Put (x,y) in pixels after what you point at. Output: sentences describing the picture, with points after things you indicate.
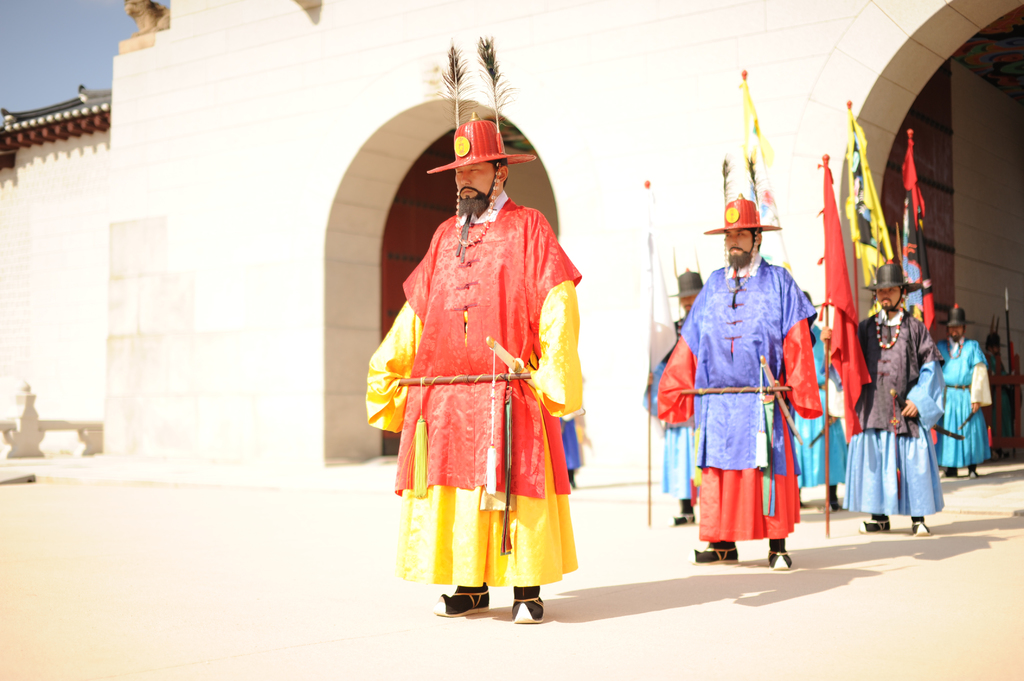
This picture shows few people (731,326) standing and we see hats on their heads (488,197) and few of them holding flags (869,228) and couple of them holding spears (1007,311) and we see a building (306,113).
